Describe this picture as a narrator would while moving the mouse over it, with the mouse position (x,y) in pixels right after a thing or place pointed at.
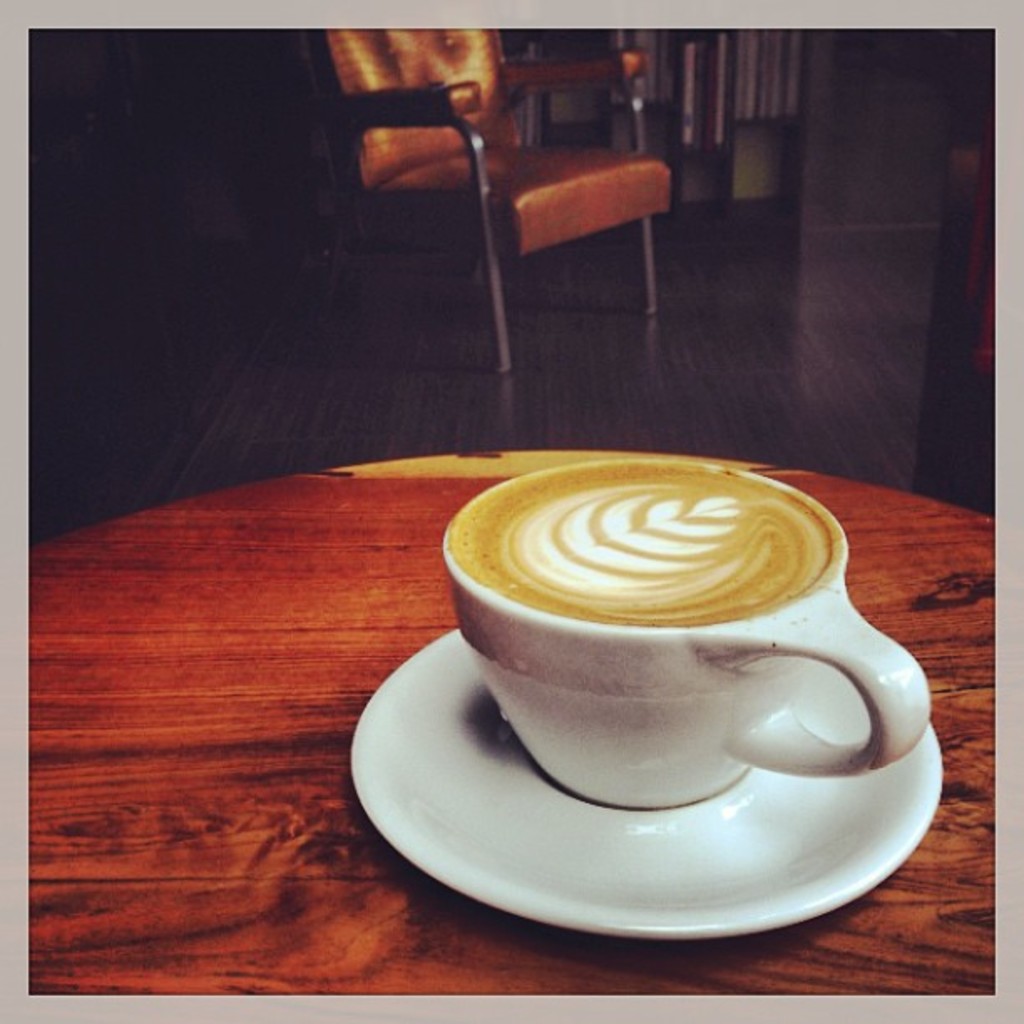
This picture shows a tea cup (869,708) with a saucer (596,839) on the table (590,942) and we see a chair (582,170) on the side.
